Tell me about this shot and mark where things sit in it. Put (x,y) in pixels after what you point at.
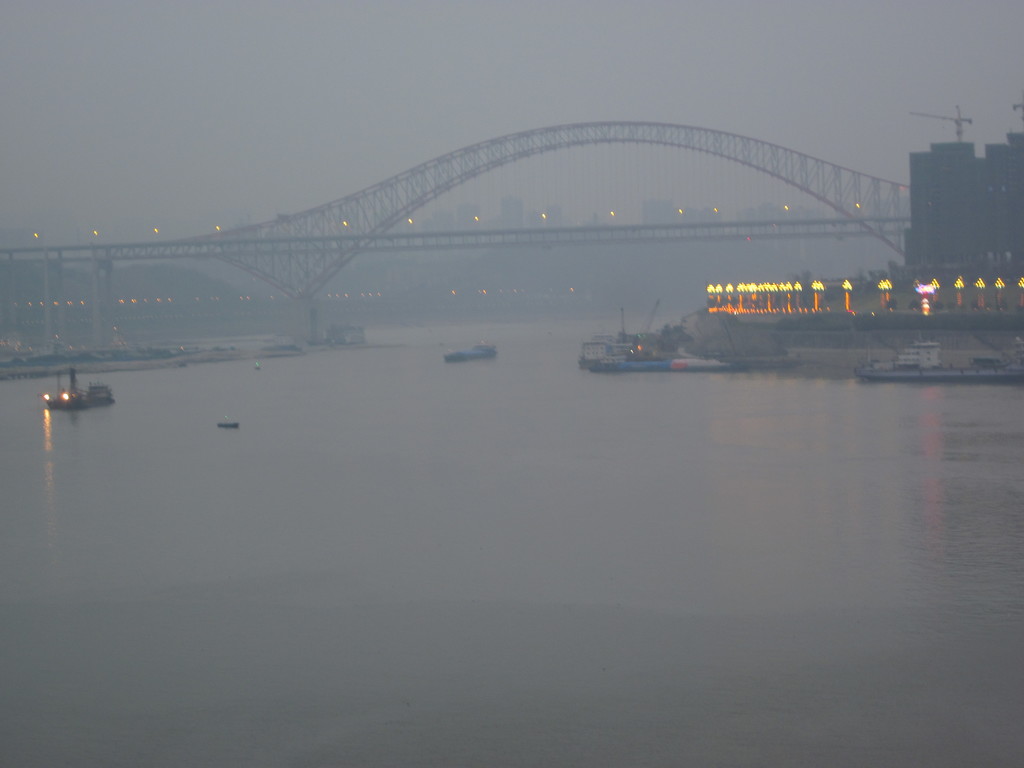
In this picture I can see the water (378,457) in front, on which there are few boats (470,355). On the right side of this picture (768,289) I see the lights (735,312). In the background (420,241) I see a bridge (573,142), few more lights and I see the buildings (970,228).
